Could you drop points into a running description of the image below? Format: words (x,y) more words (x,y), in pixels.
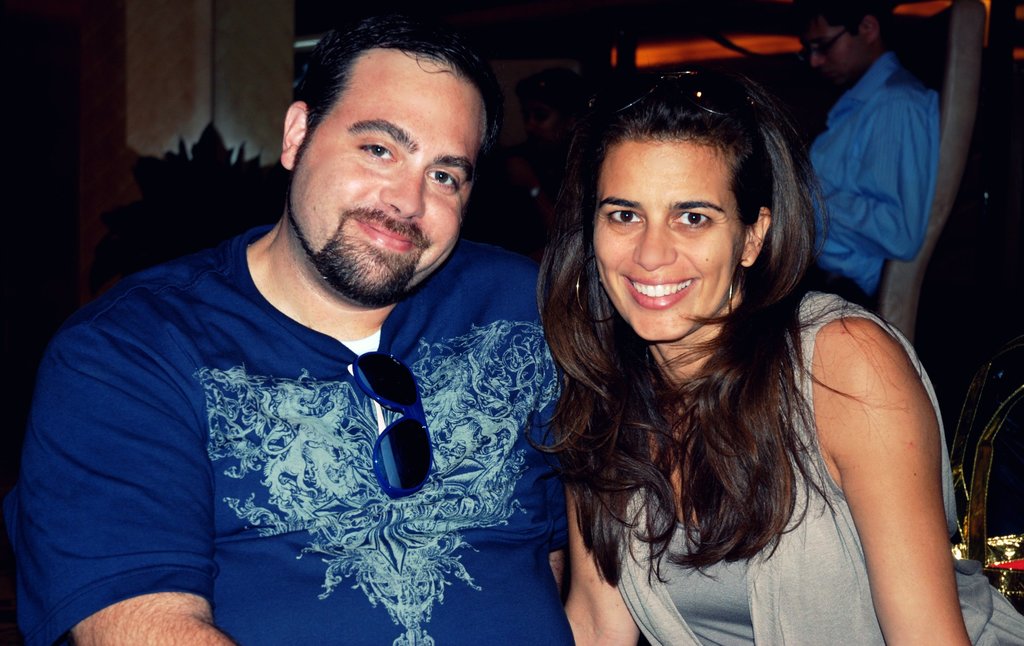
In this picture I can see there are two persons (457,314) sitting and they are smiling, the woman (693,369) and man (358,399) has goggles (392,393) and there are few people (906,118) in the backdrop (909,105) and the rest is dark.
